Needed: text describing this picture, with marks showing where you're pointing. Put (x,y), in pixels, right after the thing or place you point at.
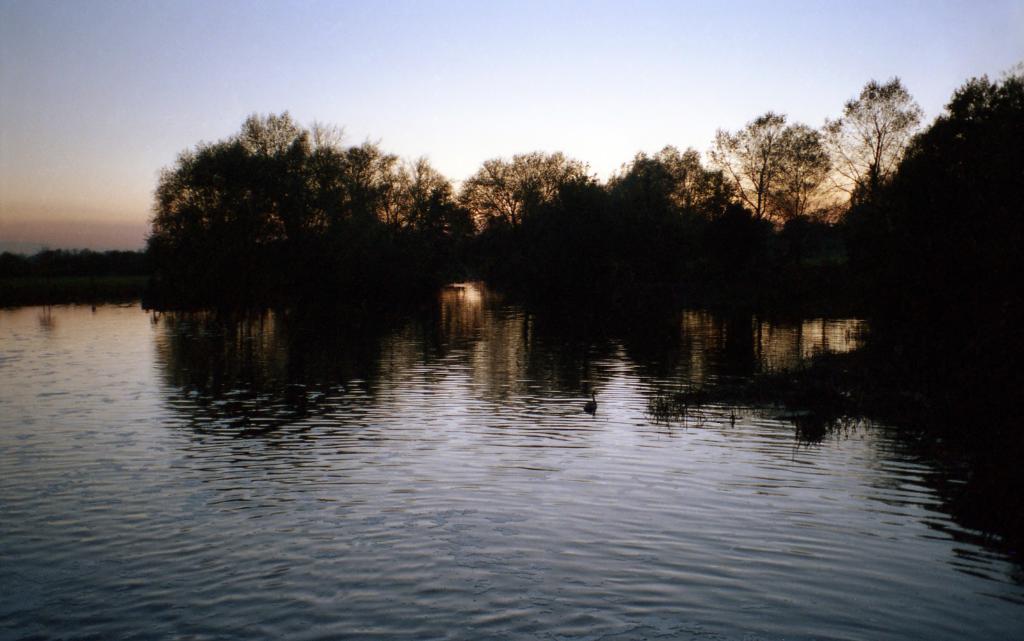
At the bottom of the image (279,550) there is water (579,381) with birds (592,401) and grass (838,376) in it. In the background (1022,206) there are trees (326,206). At the top of the image (316,101) there is a sky (638,54).
